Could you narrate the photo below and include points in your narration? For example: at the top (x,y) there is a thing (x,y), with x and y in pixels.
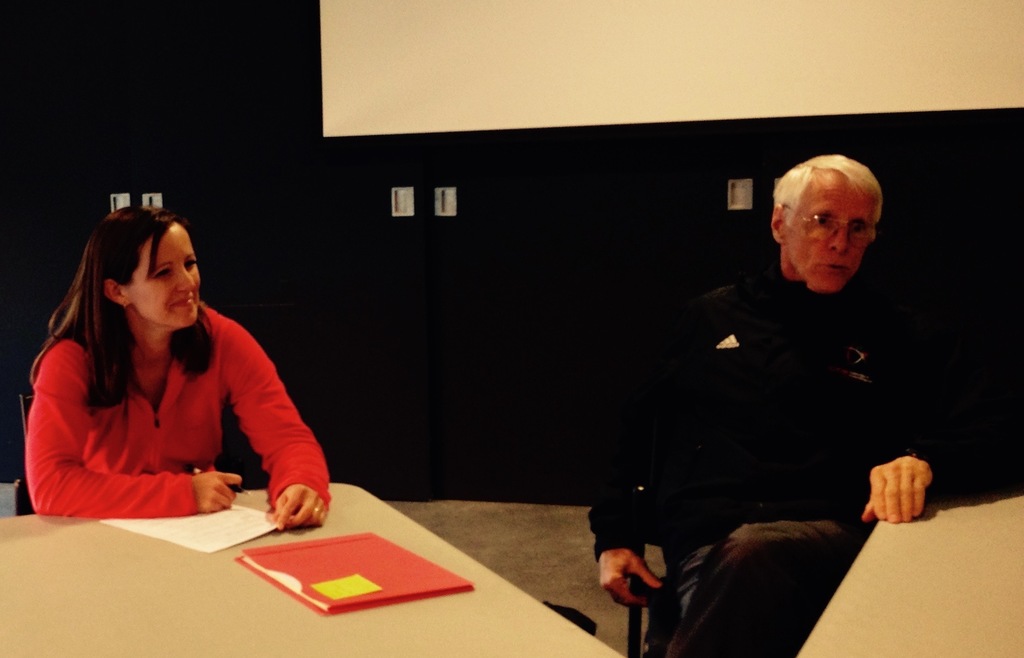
Bottom right side of the image (771,606) a man (851,352) is sitting on a chair (644,611). Bottom left side of the image (315,627) there is a table (57,526), On the table (156,543) there are some papers (230,520). Behind the table (166,568) a woman (123,227) is sitting on a chair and she is smiling. At the top of the image (349,87) there is a screen (446,83).
